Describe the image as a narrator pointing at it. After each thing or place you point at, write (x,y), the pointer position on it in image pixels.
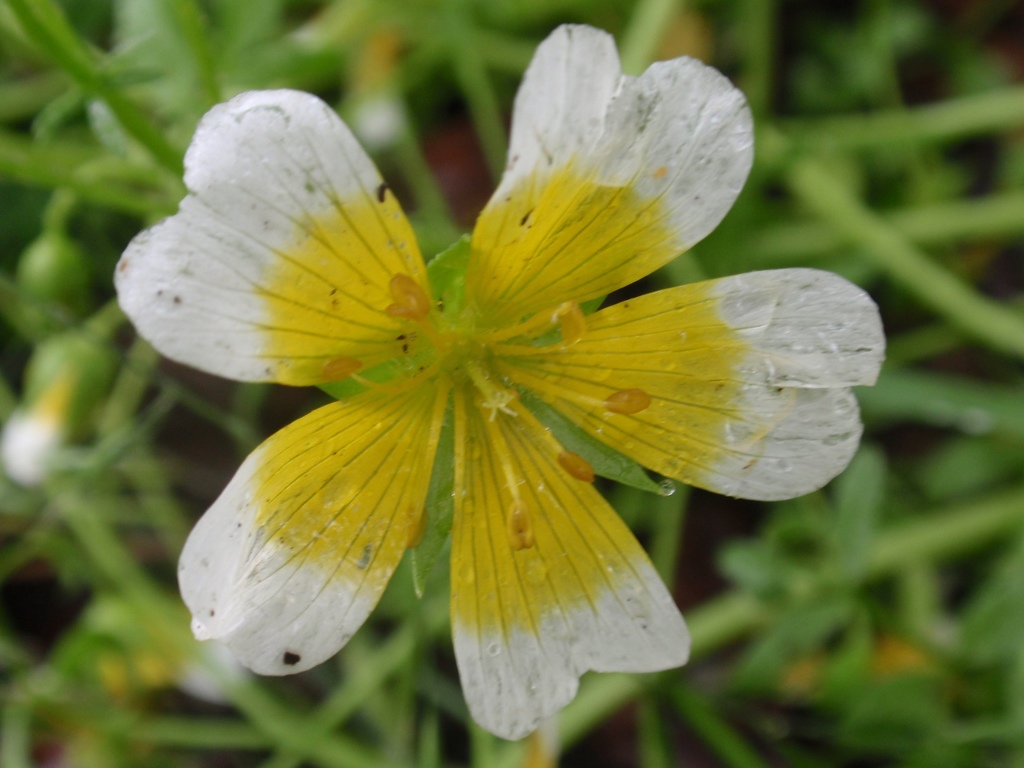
In the center of the image (572,503) we can see a flower (584,329). On the left side of the image (62,358) we can see the buds (70,403). In the background of the image (975,43) we can see the leaves (705,713).
